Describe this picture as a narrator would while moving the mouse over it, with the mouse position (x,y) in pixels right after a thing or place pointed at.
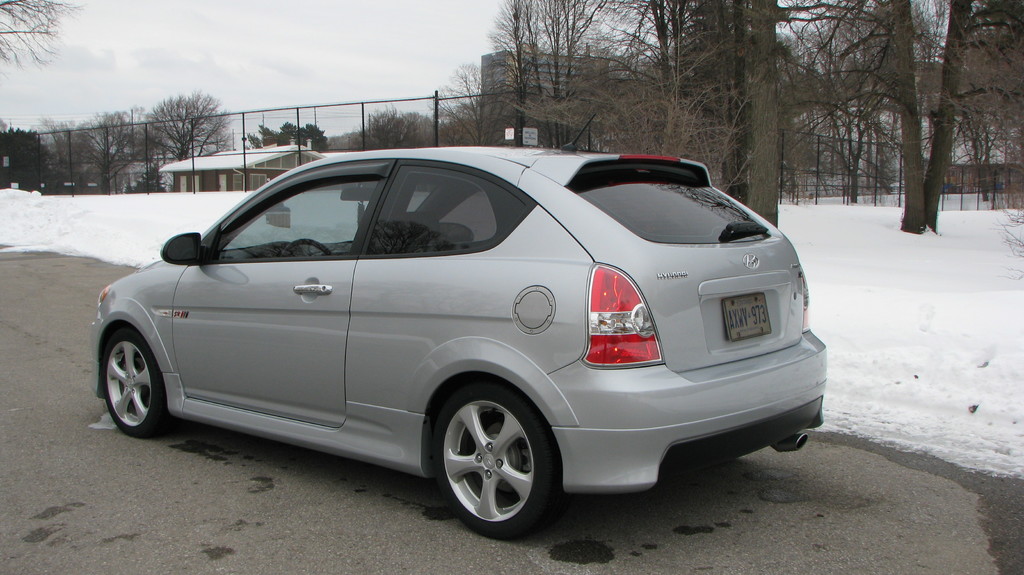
This image is taken outdoors. At the bottom of the image (119,532) there is a road (340,508). At the top of the image (164,51) there is the sky (98,94) with clouds (376,67). In the background (190,124) there are many trees (595,110) with stems (918,165) and branches (729,109). There is a mesh (538,118) and there are a few houses (234,158) with walls (198,176), windows (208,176), doors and roofs (216,158). There is a board (531,131) with a text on it. In the middle of the image (373,299) a car (314,325) is parked on the road (675,544) and the ground (965,437) is covered with snow (920,268).
